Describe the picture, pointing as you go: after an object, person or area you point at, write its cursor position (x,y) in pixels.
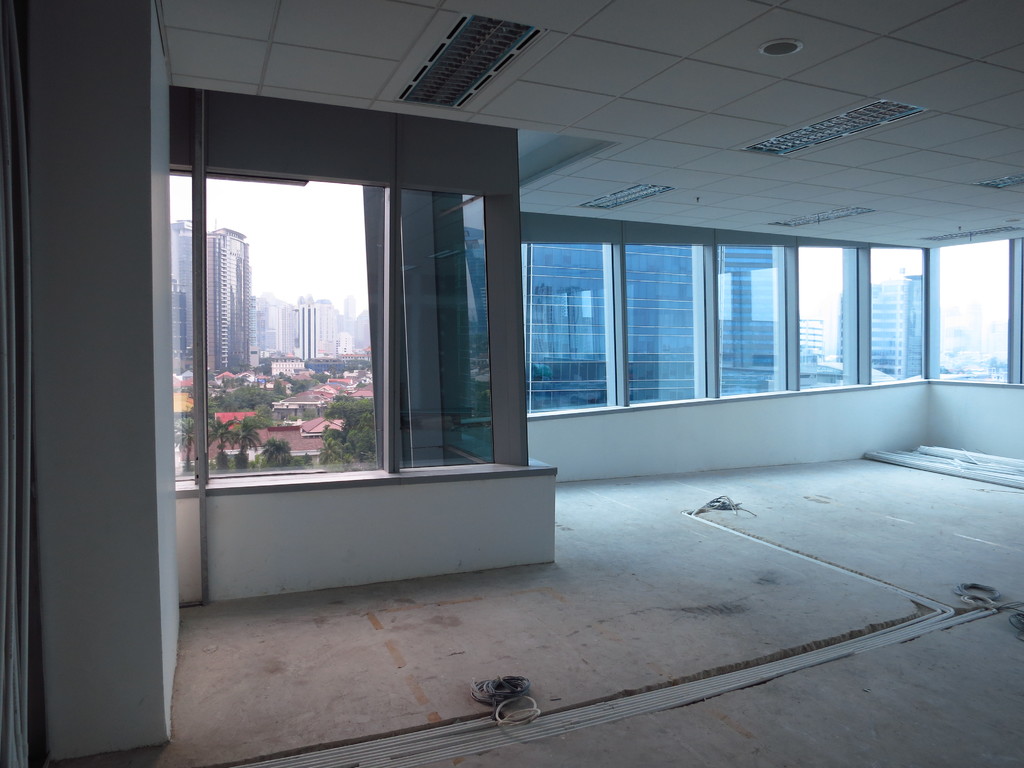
In this picture we can see inside view of room (691,634). Behind we can see glass windows (258,365) and some trees (267,420) and buildings (276,336). On the top (480,73) there are some lights (784,137) on the ceiling (805,92).
